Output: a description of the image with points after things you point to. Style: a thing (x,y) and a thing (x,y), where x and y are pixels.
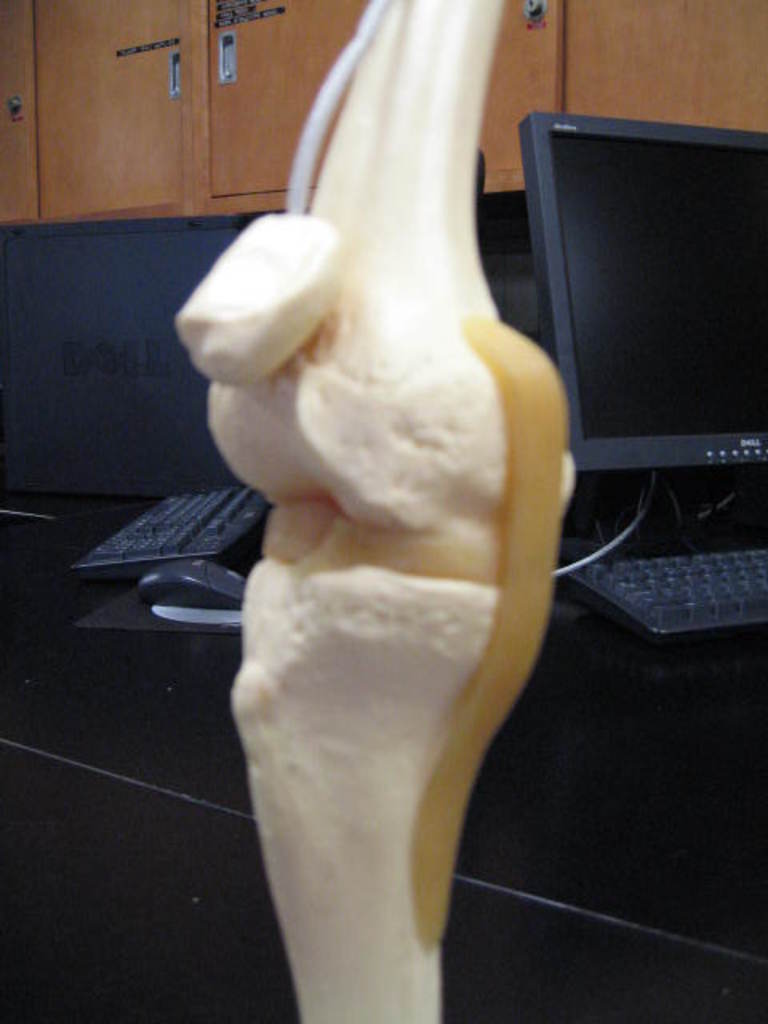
In the center of the image (364,655) we can see an object (385,594). In the background (643,458) there are computers (192,444), keyboards (206,515) and a mouse (190,617) placed on the table (44,785). In the background (643,79) there are cupboards (279,66).
